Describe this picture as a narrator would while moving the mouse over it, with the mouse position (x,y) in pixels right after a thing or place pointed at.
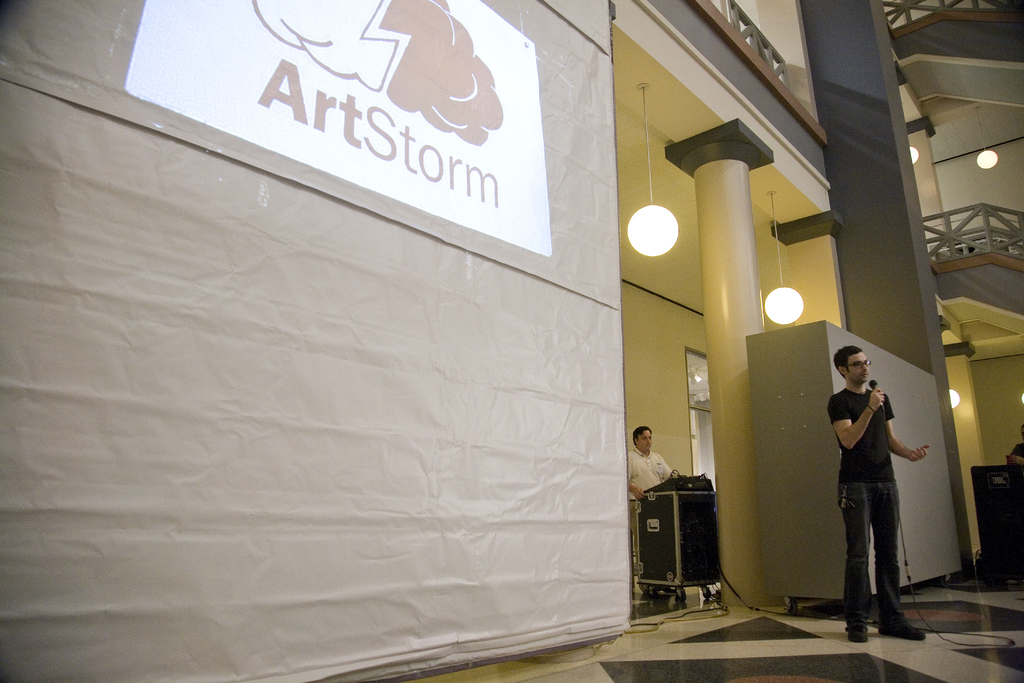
On the left side of the image (274,279) there is a screen (380,295) with a logo (438,76) and some text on it. In the background (648,302), there is a wall (656,323), pillars (891,341), lights (782,303), two persons (877,453) and a few other objects (771,464). Among them, we can see one person (866,504) is holding a microphone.
